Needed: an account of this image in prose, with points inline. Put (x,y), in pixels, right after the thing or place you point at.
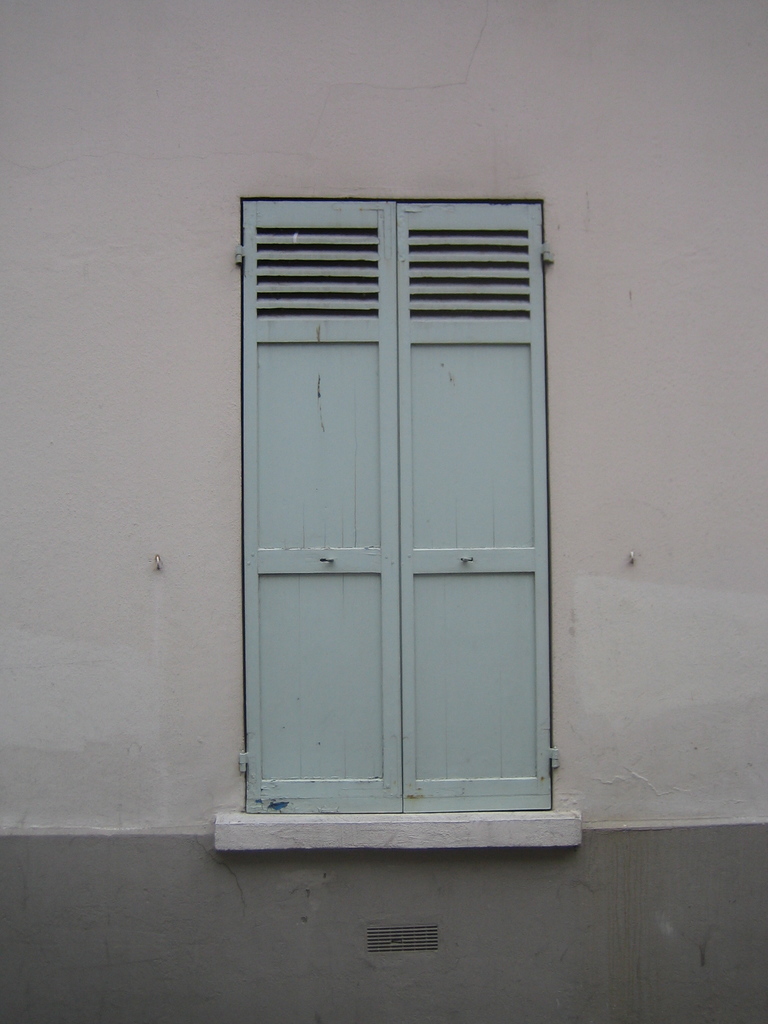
In the center of the image (404,361) there is a window (502,704). There is wall (305,161).
